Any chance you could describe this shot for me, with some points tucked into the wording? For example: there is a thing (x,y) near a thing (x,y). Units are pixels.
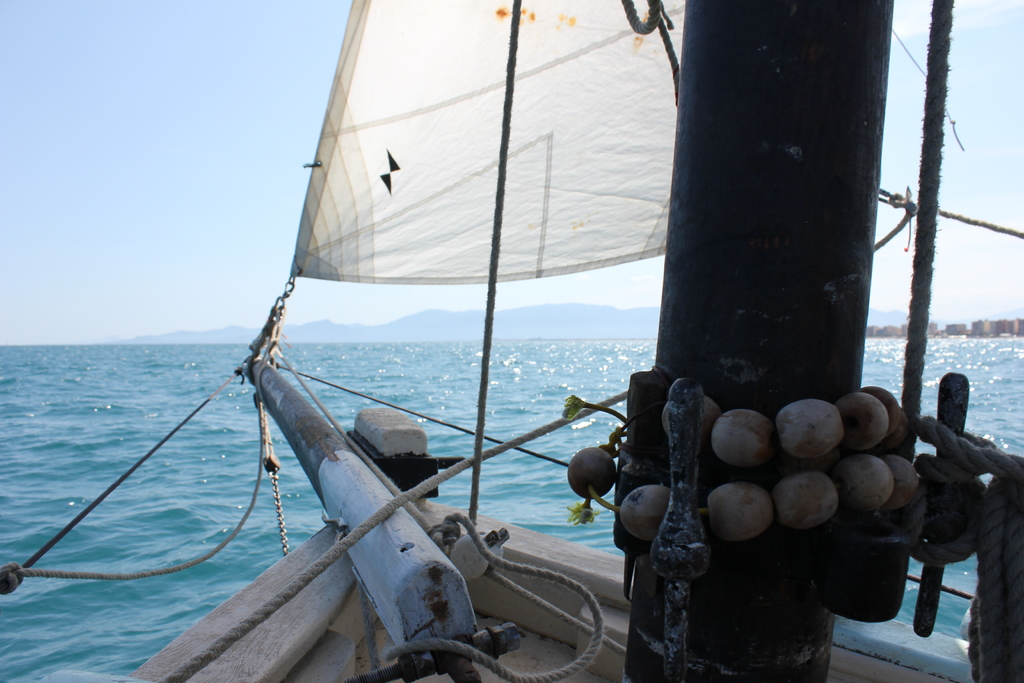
In this image, we can see a boat (836,512) on the water (360,388) and in the background (500,322), there are hills (622,319) and we can see buildings (1000,323).
